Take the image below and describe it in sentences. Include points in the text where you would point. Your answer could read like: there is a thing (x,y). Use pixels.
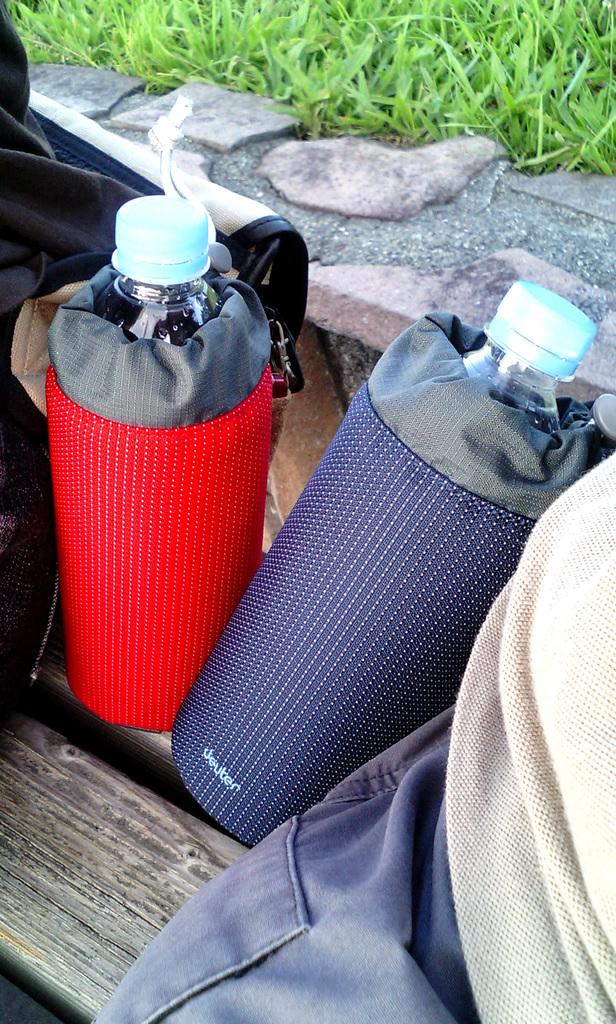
In this image, there is a grass (367,57) on the ground (477,84). there are two water bottles (526,348) on the bench (99,846).
